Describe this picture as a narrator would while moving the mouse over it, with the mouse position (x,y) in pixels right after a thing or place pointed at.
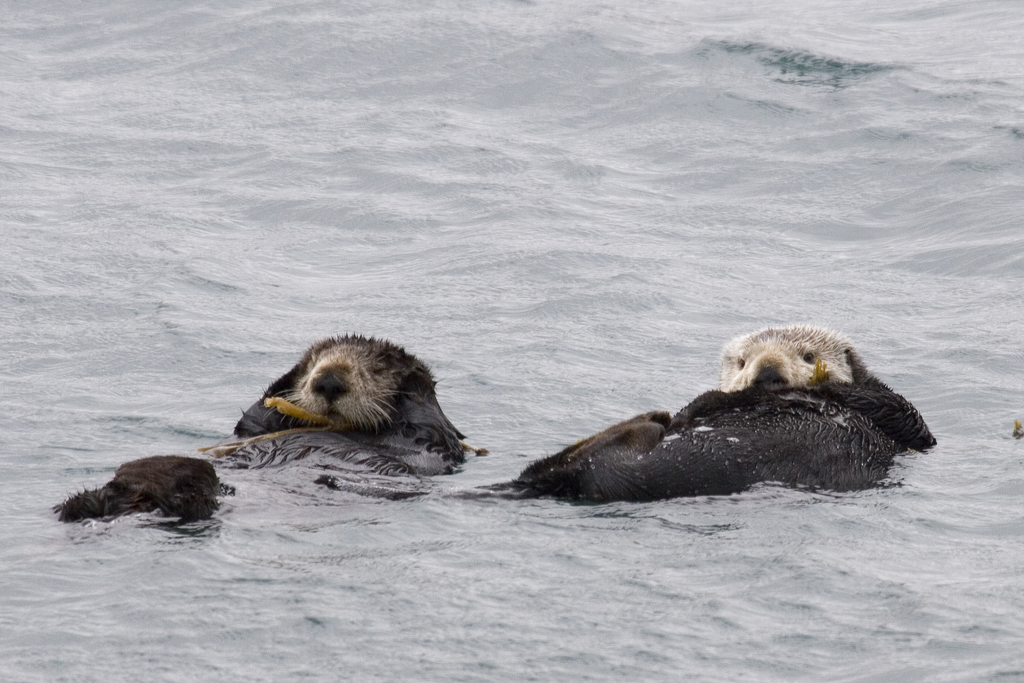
In this image I see 2 animals (842,408) which are of black and white in color and they're in the water (634,194).
